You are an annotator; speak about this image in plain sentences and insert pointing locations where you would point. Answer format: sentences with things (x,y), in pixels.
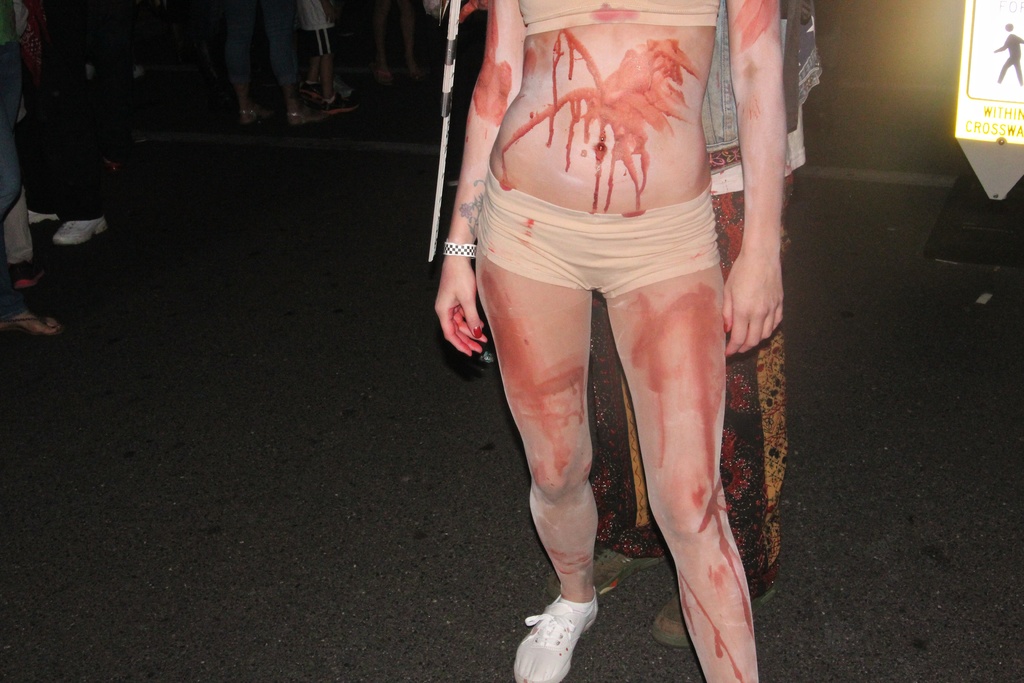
In this picture there is a girl (631,198) in the center of the image (670,334), it seems to be there is color (628,114) on her body (576,205) and there are other people (249,107) in the background area of the image (383,14) and there is sign board (1001,84) in the top right side of the image (986,81).
